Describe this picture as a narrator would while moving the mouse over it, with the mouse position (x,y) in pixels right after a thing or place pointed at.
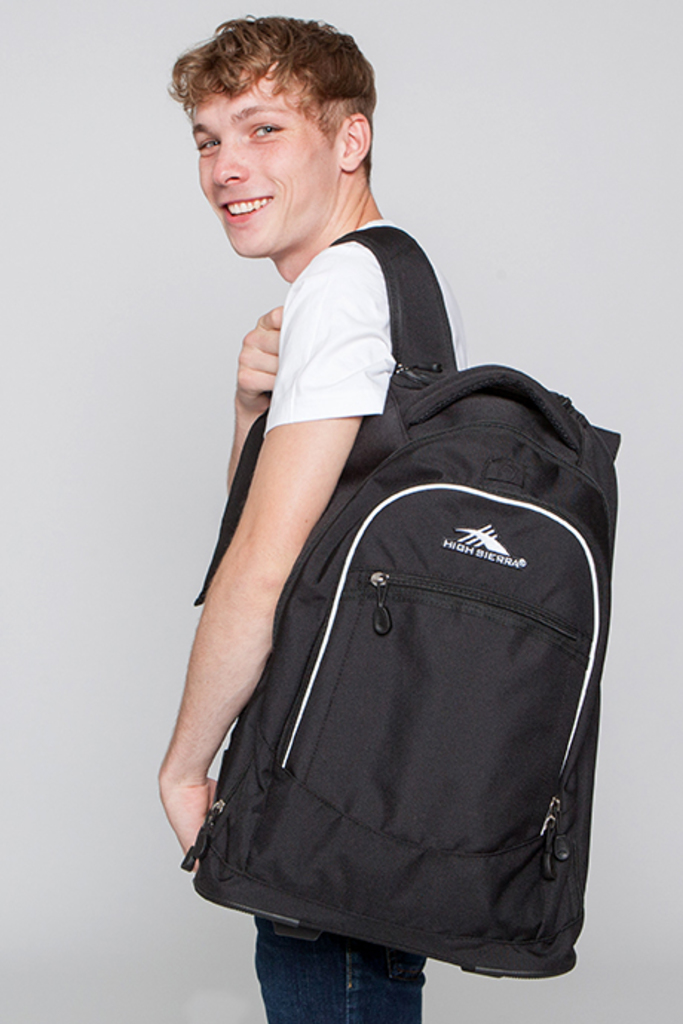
In this picture there is a boy (336,55), standing and smiling. He is wearing a black bag (358,804).
